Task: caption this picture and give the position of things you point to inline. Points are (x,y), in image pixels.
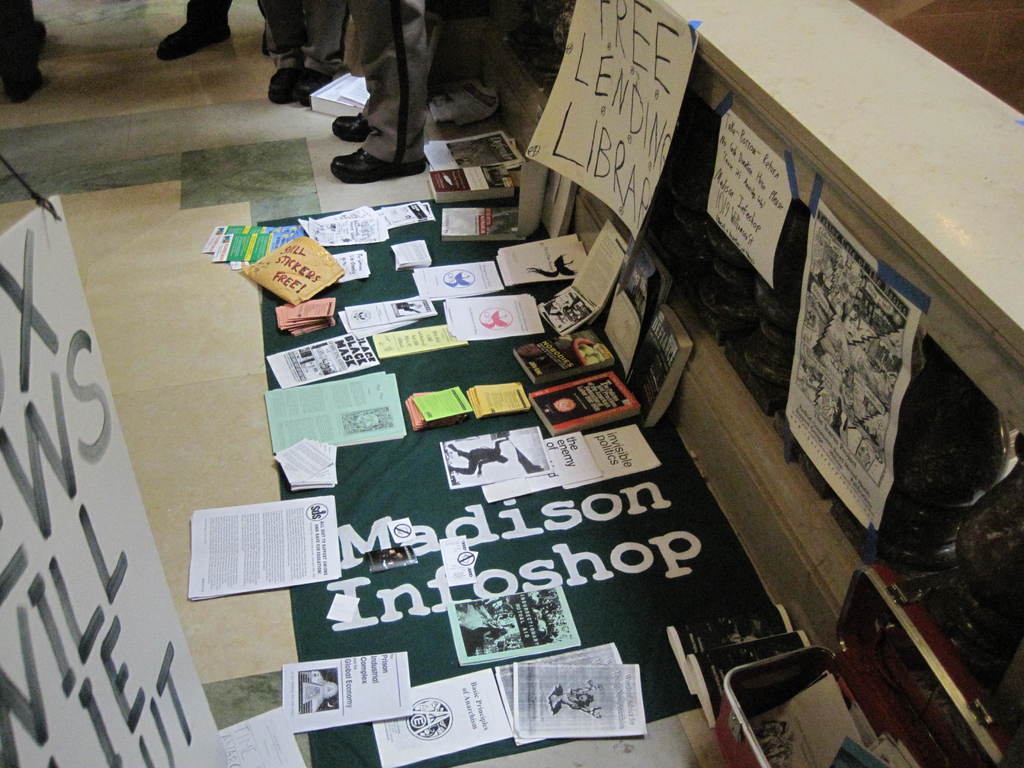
In this picture we can see papers (276,526), books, posters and in the background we can see persons legs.
